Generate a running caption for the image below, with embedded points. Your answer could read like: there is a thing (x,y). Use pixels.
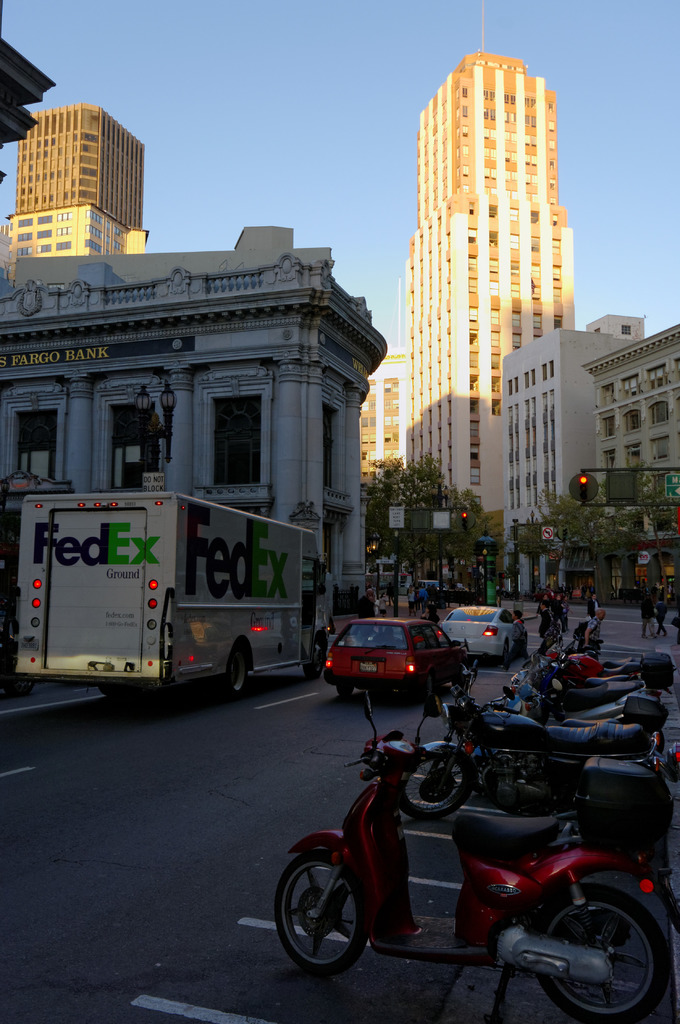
This is clicked on a street (224,789), on the right side (499,818) there are many bikes (558,873) on the road (618,629), in front (272,574) there are few vehicles (221,628) going on the road (253,738) and in the back (546,522) there are many buildings (315,383) with trees (423,558) in front of it and people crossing the road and above its sky (284,62).
